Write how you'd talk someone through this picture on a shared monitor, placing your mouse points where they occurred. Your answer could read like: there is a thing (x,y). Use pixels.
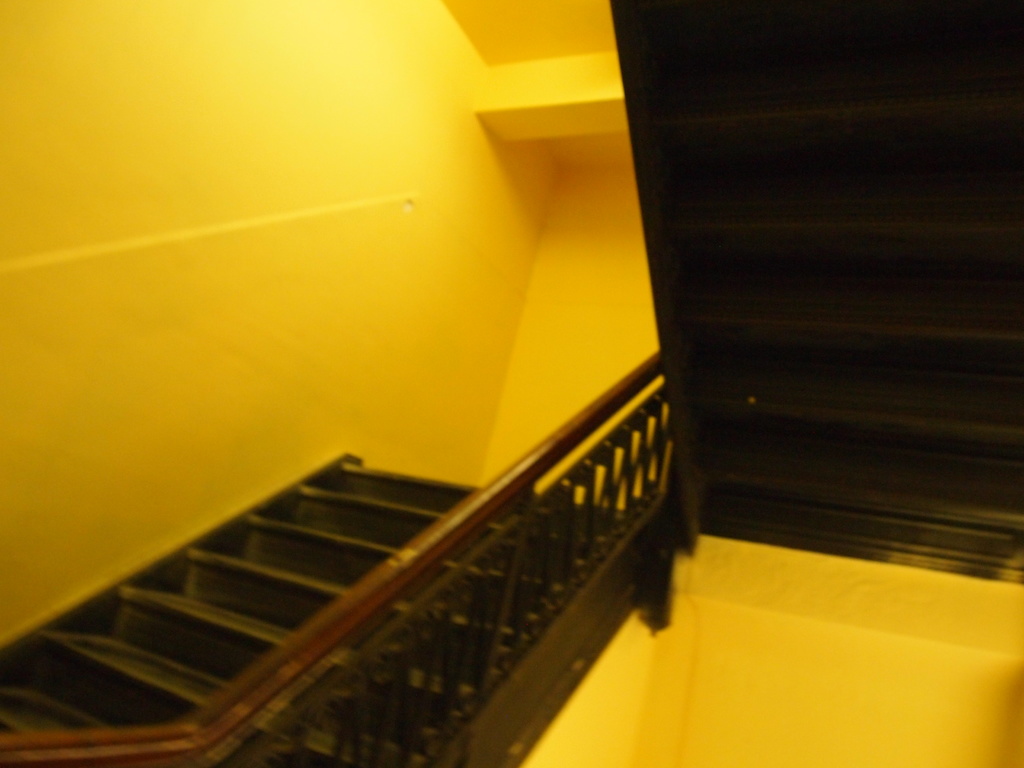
In this image we can see stairs (643,504) in the middle (489,479), and there is a wall (440,241) in the background (395,242).
